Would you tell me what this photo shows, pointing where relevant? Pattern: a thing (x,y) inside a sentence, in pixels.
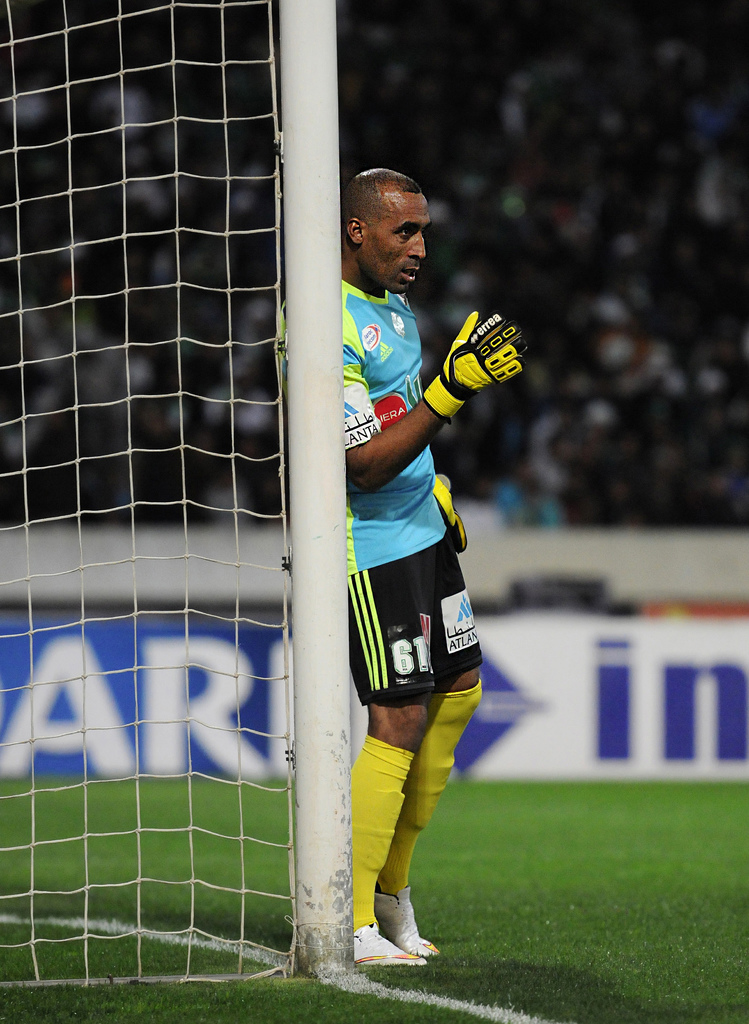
This image consists of a man (391,594) wearing a jersey (390,329). He is also wearing a gloves (474,385). At the bottom (520,979), we can see green grass (414,988). On the left (53,476), there is a net (233,416). In the background (624,185), there is a huge crowd (679,524). Behind the man (442,736), we can see a banner (648,705).
